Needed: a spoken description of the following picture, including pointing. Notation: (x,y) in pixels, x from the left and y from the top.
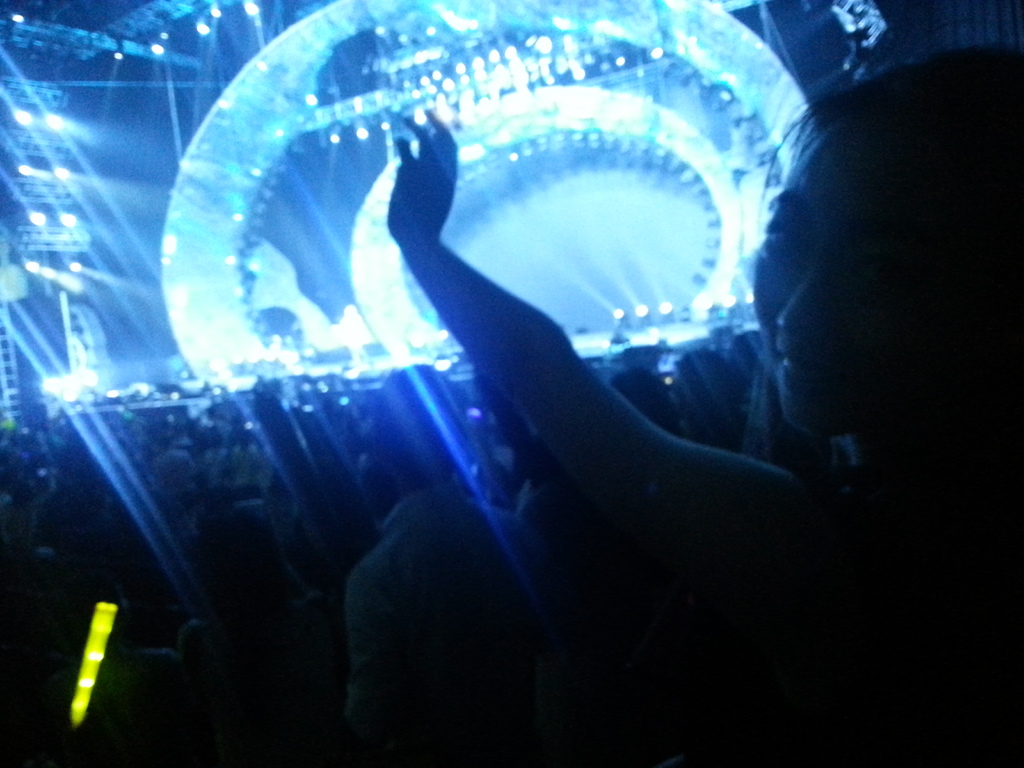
In the foreground of this image (862,614), on the right (858,492), there is a woman (873,388). In the background (394,417), there are people (354,524), lights (415,90) on the stage (368,241) and few poles (2,300).
